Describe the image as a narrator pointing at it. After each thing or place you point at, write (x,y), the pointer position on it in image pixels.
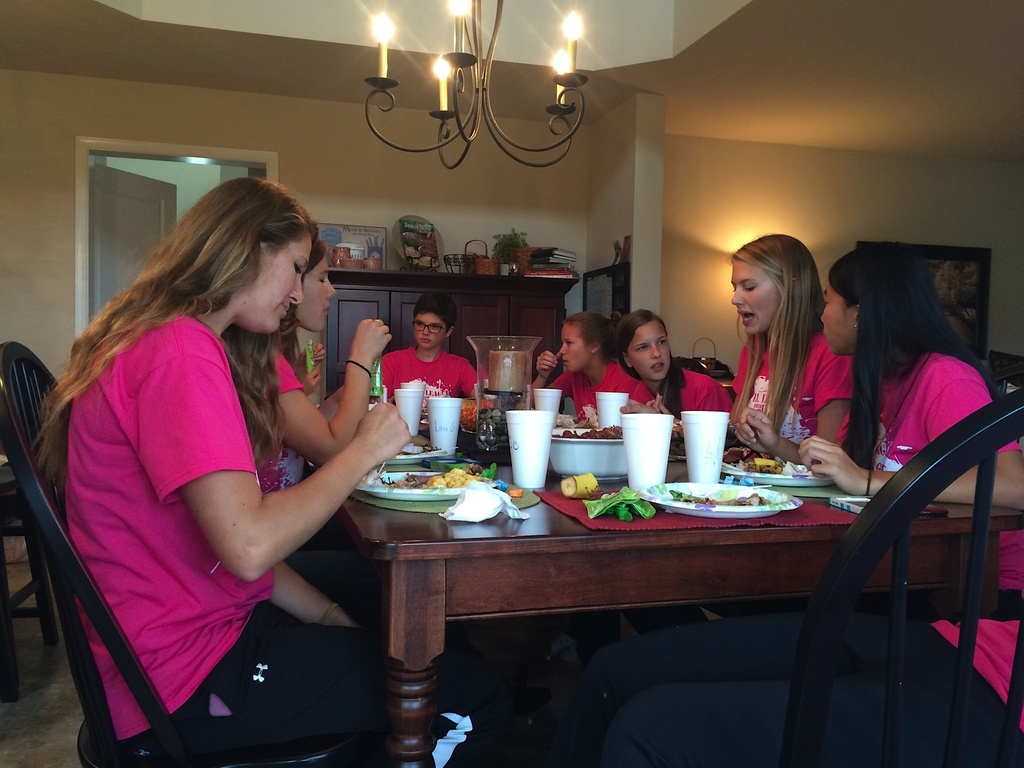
This picture is of inside. On the right (929,393) we can see group of women (952,391) wearing pink color t-shirts (825,378) and sitting on the chairs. In the center (425,339) there is a person (445,368) wearing pink color t-shirt (446,361) and sitting on the chair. On the left (261,274) there are group of women (264,336) also wearing pink color t-shirts (163,509) and sitting on the chair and eating food (416,480). In the center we can see a table (646,553), on the top of which food items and glasses (664,441) are placed. On the top (477,15) we can see a candle stand (480,23) hanging. In the background (962,291) there is a picture frame (982,258) hanging on the wall (644,158) and a cabinet (462,289), on the top of which show pieces (414,241) are placed and we can see a door (113,216).
